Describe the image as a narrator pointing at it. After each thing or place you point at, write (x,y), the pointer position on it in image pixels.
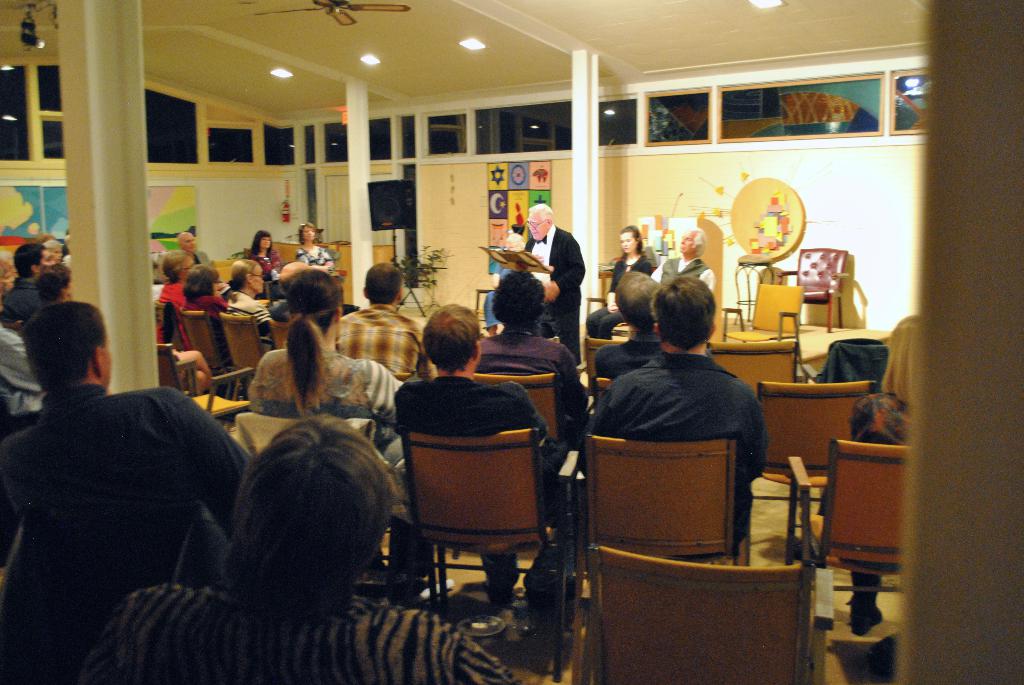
There are persons (453,359) in different color dresses (263,267), sitting on the chairs (778,675) which are on the floor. In the background (554,264), there is a person (557,229) in a suit (563,273), standing in front of a stand (489,253), there are two persons (615,266), there are chairs (823,262) arranged, there are lights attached to the roof (414,72), there are pillars (354,180), there are glass windows (677,107) and there are posters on the wall (640,184).
